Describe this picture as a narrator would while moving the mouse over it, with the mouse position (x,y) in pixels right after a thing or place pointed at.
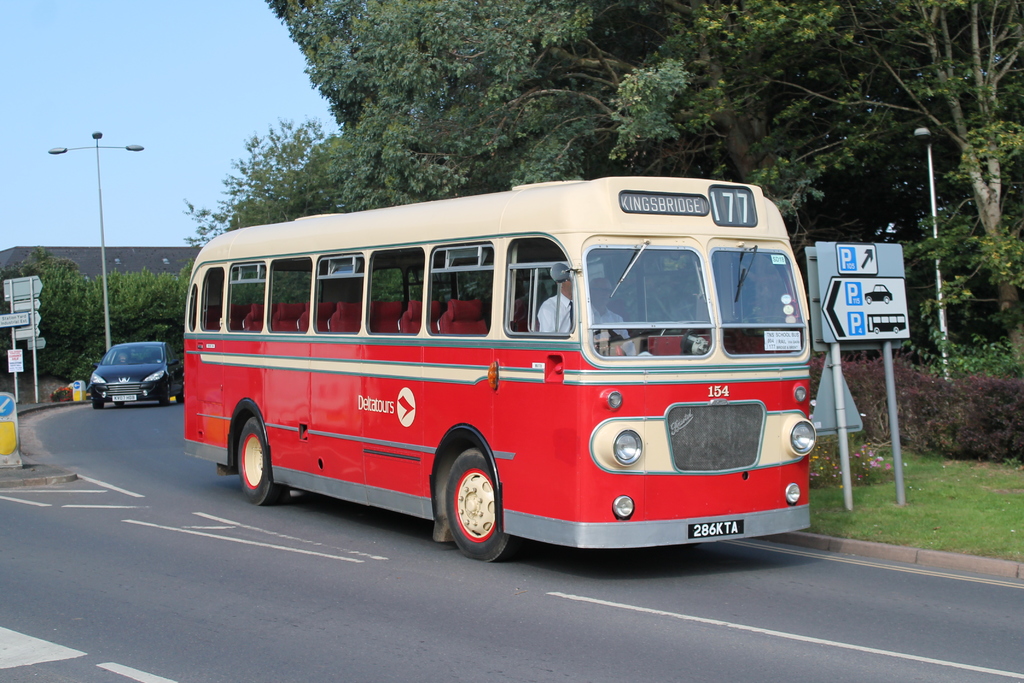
In this image we can see a bus (403,375) and a car (182,363) on the road (166,543). On the sides of the road (696,582) there are boards (9,318) with poles (887,373). Also there are light poles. There are trees (375,167). In the background (150,106) there is sky (157,135).
